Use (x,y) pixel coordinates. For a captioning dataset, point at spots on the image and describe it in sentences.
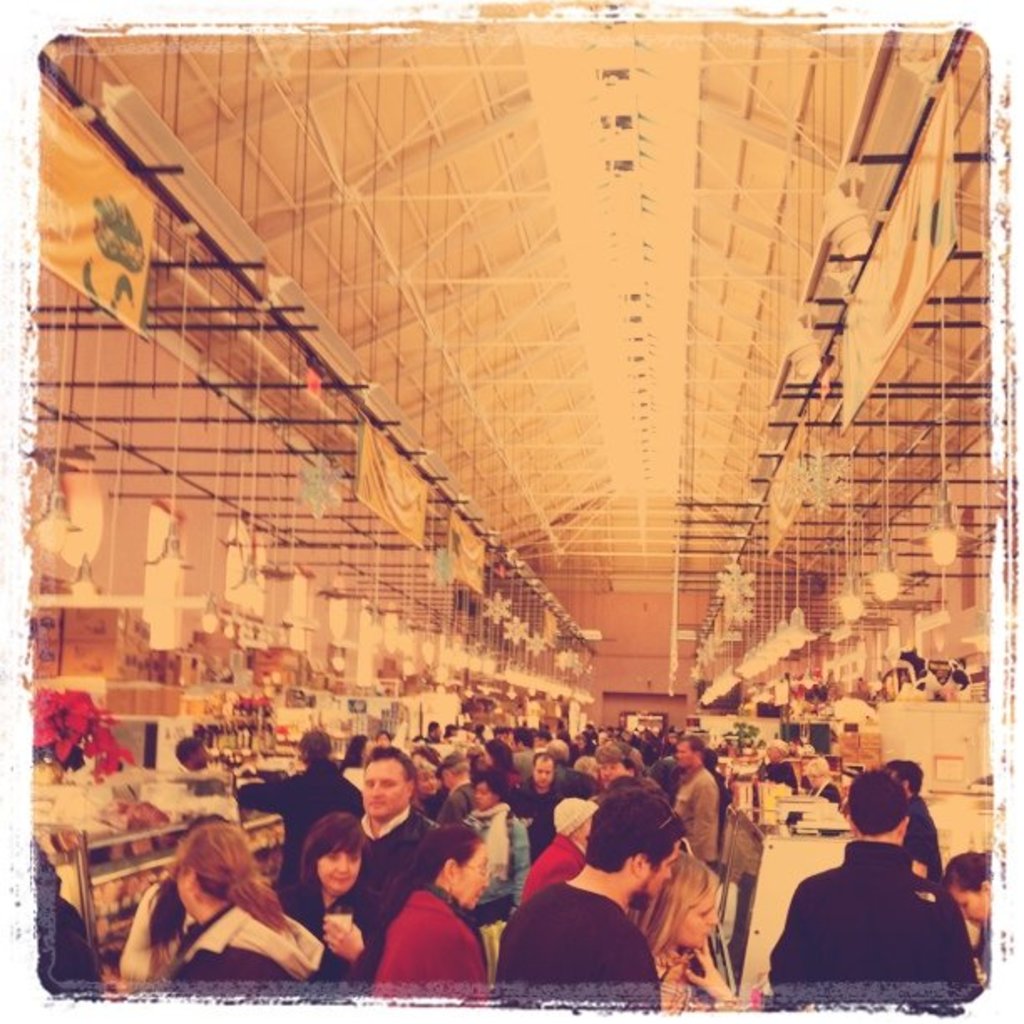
The picture is taken inside a hall (686,333). There are many shops (164,815). Many many people (369,886) are there inside the hall (317,612). On the top (866,298) there are lights (68,525), banners (886,247).
